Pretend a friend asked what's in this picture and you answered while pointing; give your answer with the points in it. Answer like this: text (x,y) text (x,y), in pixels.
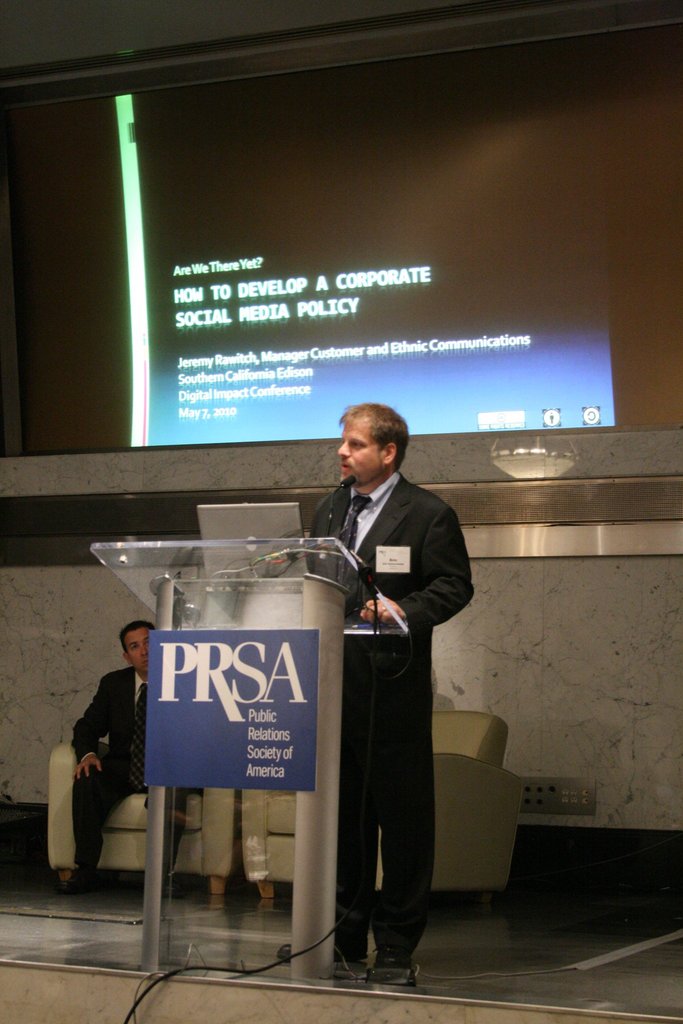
In this image there is a person (380,673) standing in front of a podium (358,621), for that podium (336,654) there is a poster (167,712), on that poster (262,680) there is some text (167,695), on that podium (271,566) there is a laptop (262,535) and a mic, in the background (80,718) there is a person (128,762) sitting on a chair (196,799) and there is a monitor (156,166) on that there is some text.
